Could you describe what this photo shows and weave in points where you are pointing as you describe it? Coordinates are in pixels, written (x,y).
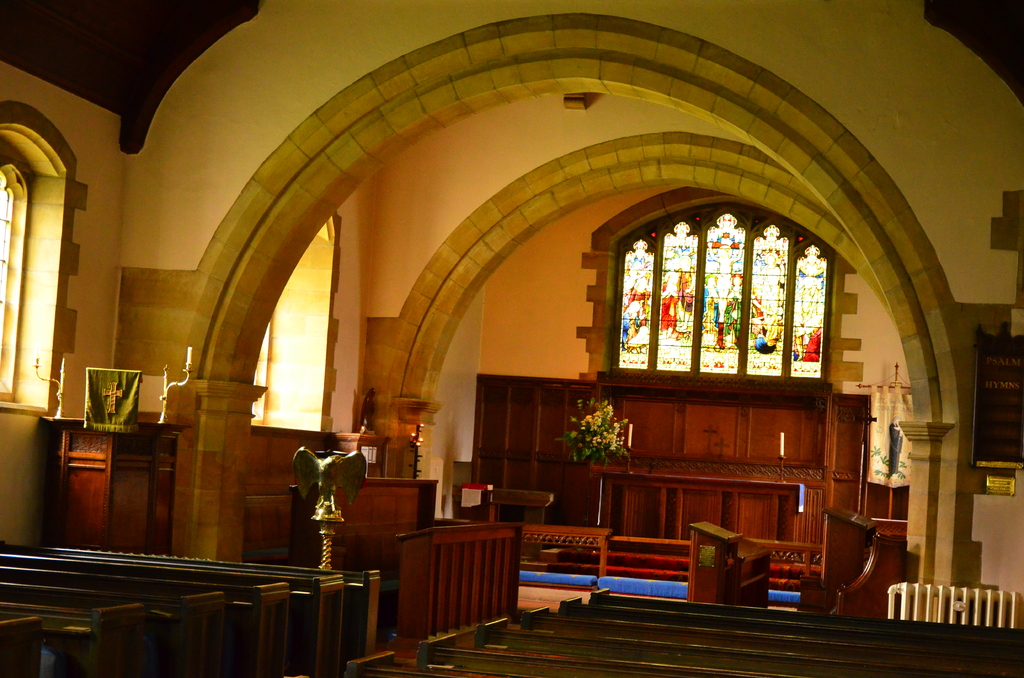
This is the inside view of a building (997,511). Here we can see benches (534,653), plant (572,425), table (782,509), frame (986,363), cupboards (511,410), and windows (652,332). In the background (387,170) there is a wall (529,284).
